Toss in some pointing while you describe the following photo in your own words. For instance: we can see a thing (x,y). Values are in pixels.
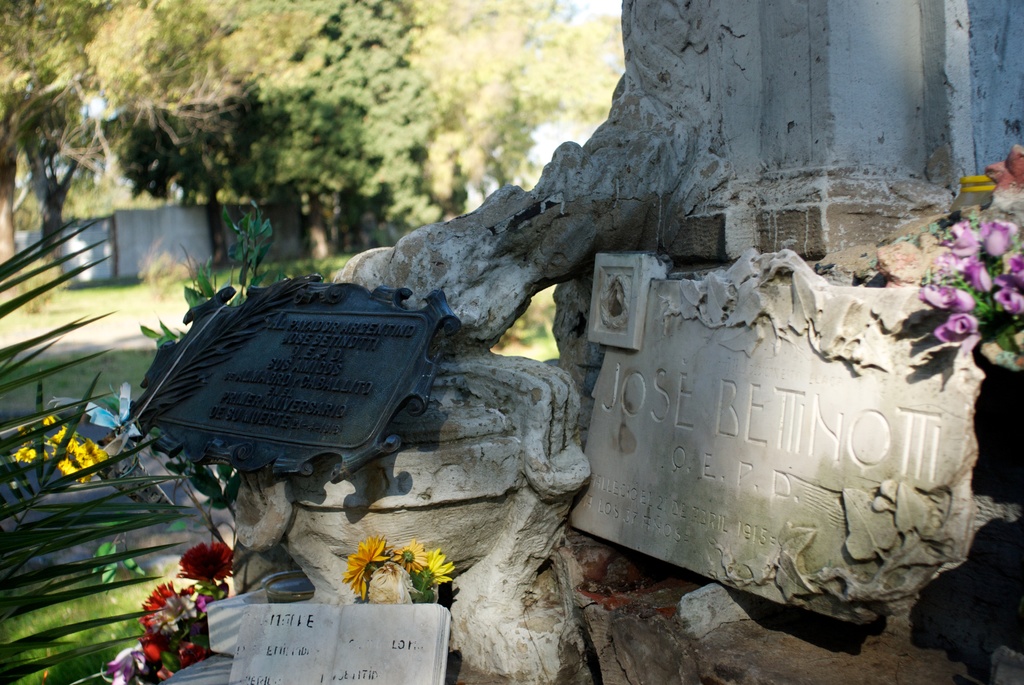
In this image, we can see name stones (610,399) contains some text (307,386). There are some flowers (183,636) and leafs (80,529) in the bottom left of the image (79,509). There some trees (98,68) in the top left of the image (79,103).
